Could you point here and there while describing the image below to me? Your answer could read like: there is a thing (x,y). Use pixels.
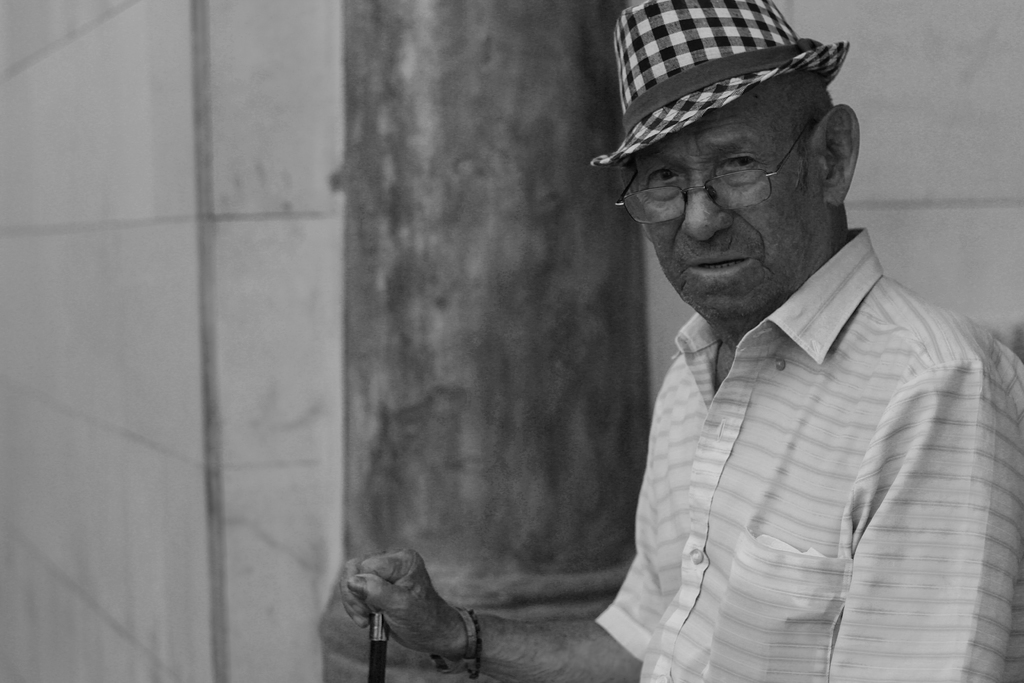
This is a black and white image, in this image there is a person (835,509) standing near a wall (31,28), beside him there is a pillar (494,237).
